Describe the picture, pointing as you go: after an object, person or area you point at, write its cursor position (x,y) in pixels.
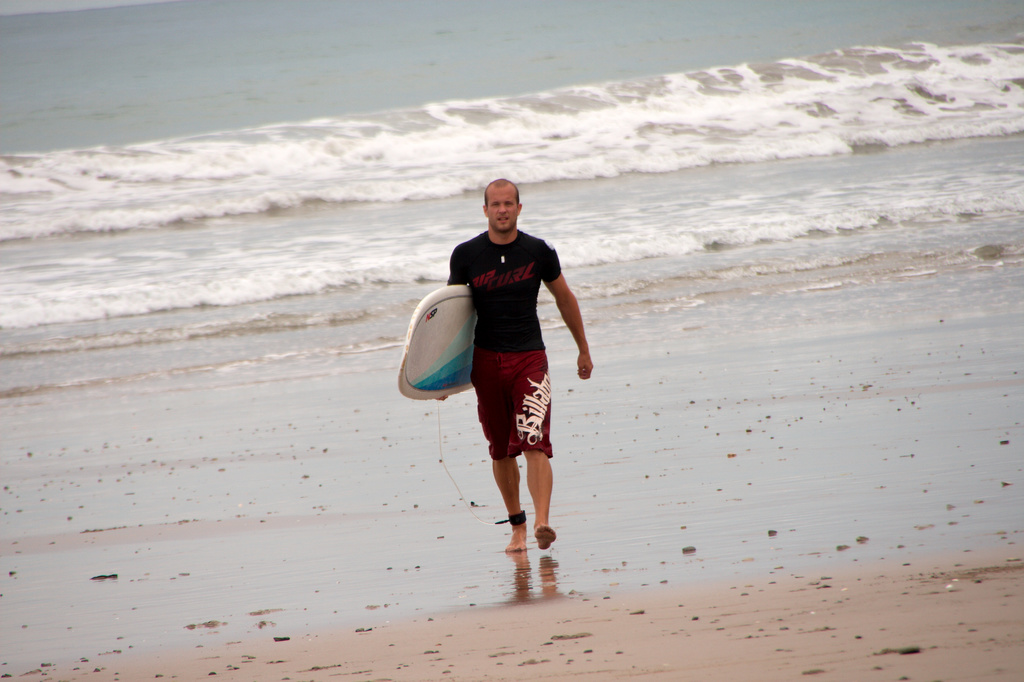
In this image we can see a person (489,351) holding a surfboard (467,357) is walking. We can see water (396,114) in the background (396,114).
